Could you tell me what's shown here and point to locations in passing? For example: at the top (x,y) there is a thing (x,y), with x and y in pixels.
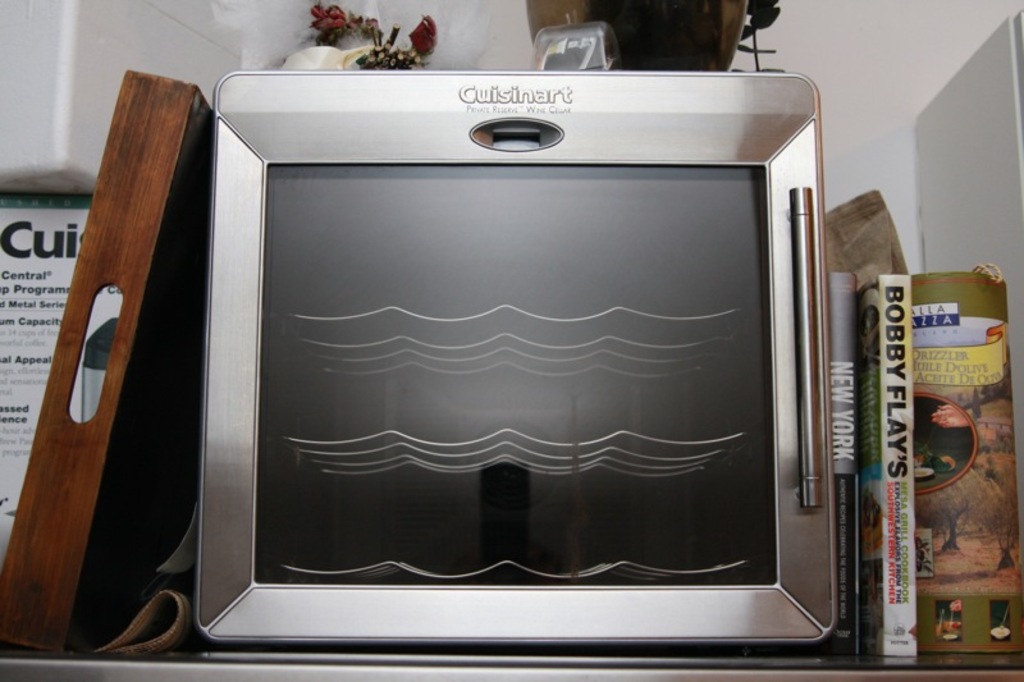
In this image we can see a wine cooler (613,404), books (907,549) and a serving plate (87,447).
